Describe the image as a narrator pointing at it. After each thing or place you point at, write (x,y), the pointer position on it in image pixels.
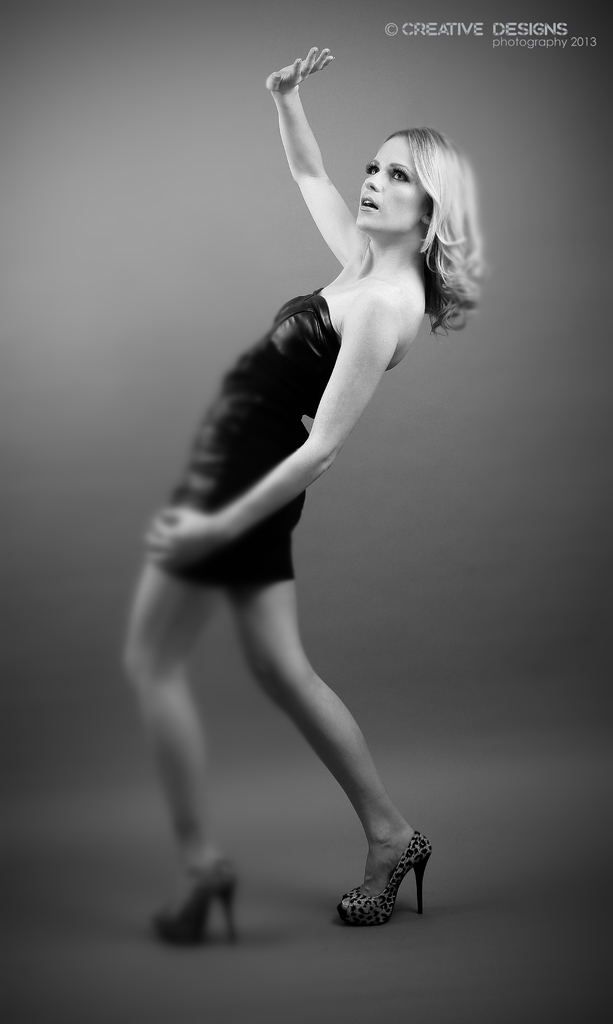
In this picture I can observe a woman (277,529) standing on the floor (247,826). This is black and white image. On the top right side (471,32) I can observe some text (568,47).
